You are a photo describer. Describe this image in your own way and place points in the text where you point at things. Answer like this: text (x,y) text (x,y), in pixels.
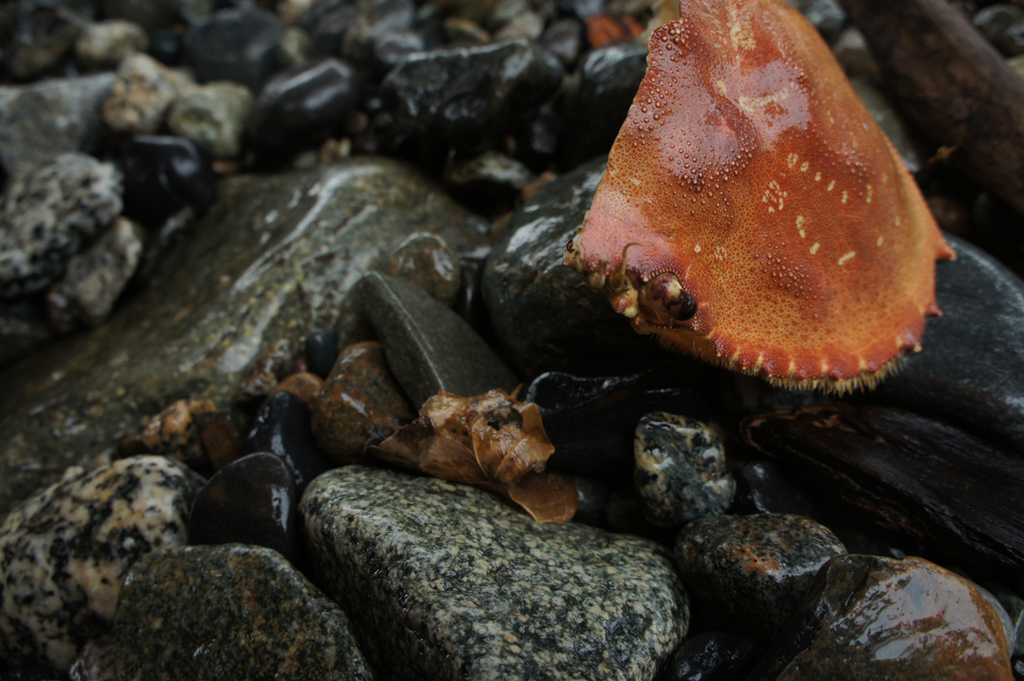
This picture is taken on the shore (637,391). In this image, on the right side (875,237), we can see a crab shell (878,212). At the bottom (319,513), we can see some stones (105,577).
